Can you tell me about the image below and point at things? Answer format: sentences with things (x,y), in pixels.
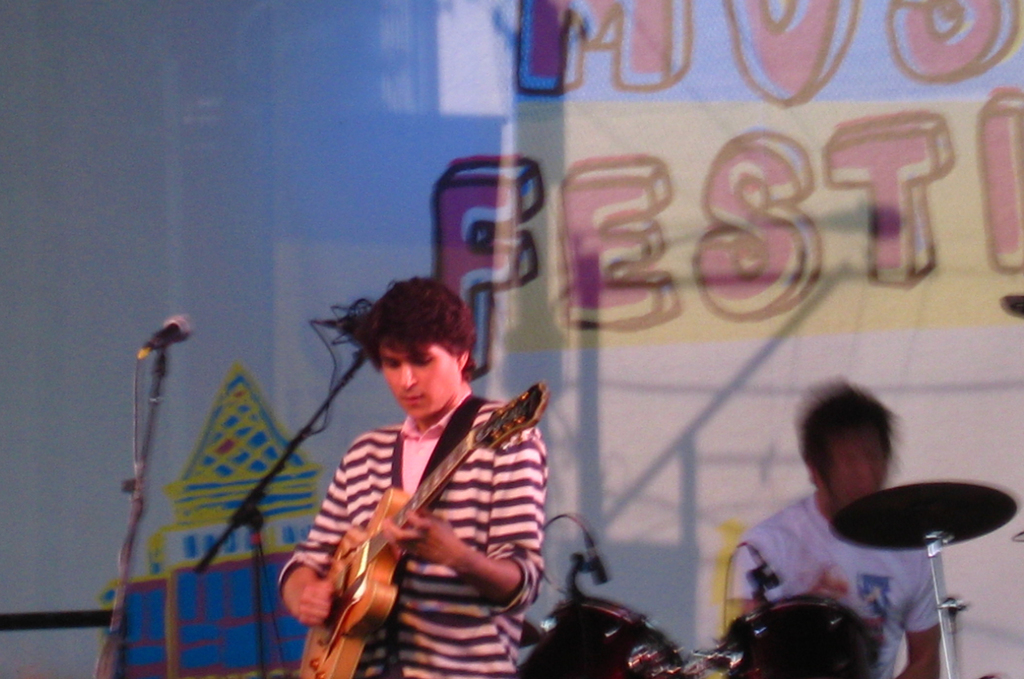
In the image there is man (412,536) playing guitar (387,570), on the right side (873,568) corner there is a man (888,647) playing drum (821,639), on left side (126,483) there is a mic (158,372) and on background (821,145) there is banner (1014,77).
